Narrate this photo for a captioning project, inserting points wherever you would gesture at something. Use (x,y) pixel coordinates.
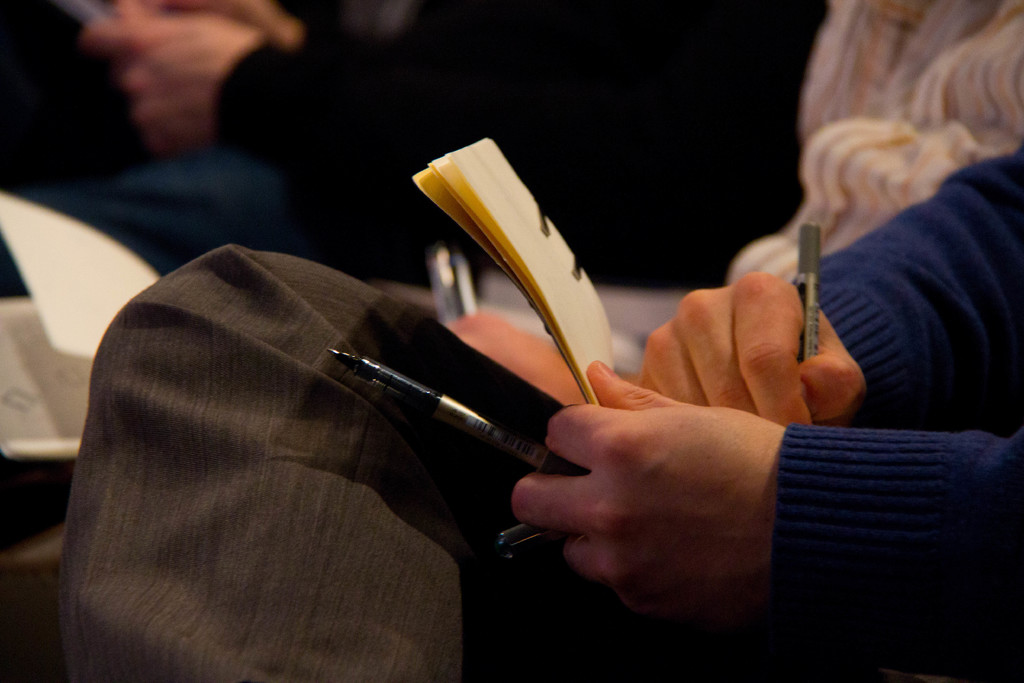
In this image we can see few people (715,128), a person (674,345) is sitting and holding few pens (817,266) and a book (586,307).
